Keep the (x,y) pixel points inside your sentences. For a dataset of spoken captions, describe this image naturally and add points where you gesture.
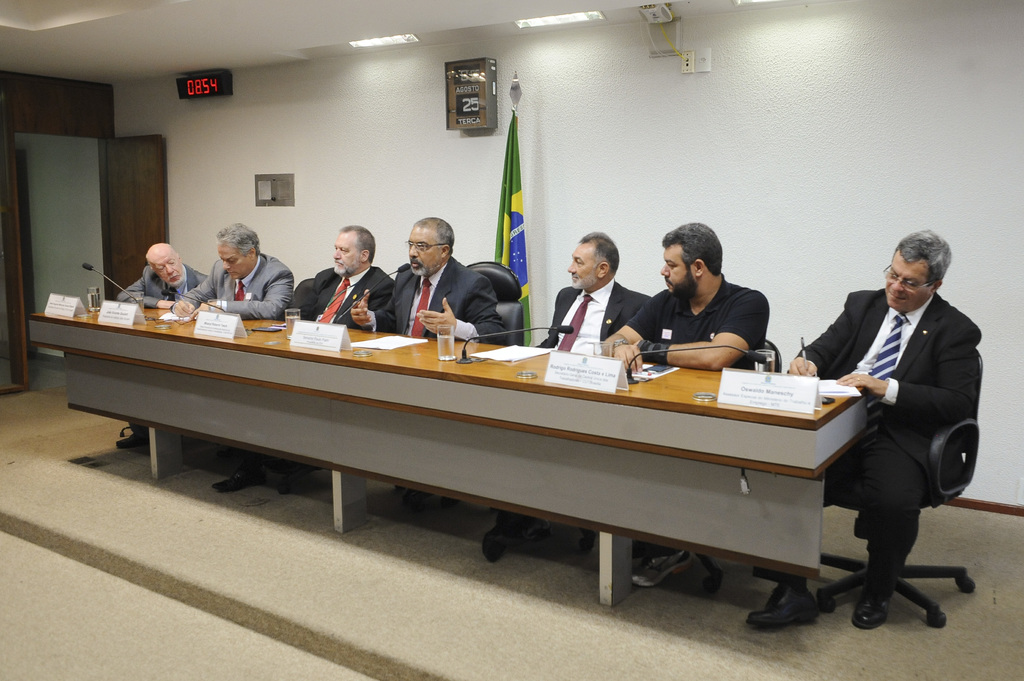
This picture shows few men (697,318) seated on the chair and we see glasses (445,354) and some papers (518,354) and microphones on the table (762,439) and we see a man (423,265) speaking with the help of a microphone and we see flag (501,237) on their back (479,152) and a frame (491,110) to the wall (505,95) and we see a digital clock (220,81) and few men (905,398) wore coats (817,357) and ties (331,310) to their necks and couple of them wore spectacles (903,284) on their faces (899,296).
